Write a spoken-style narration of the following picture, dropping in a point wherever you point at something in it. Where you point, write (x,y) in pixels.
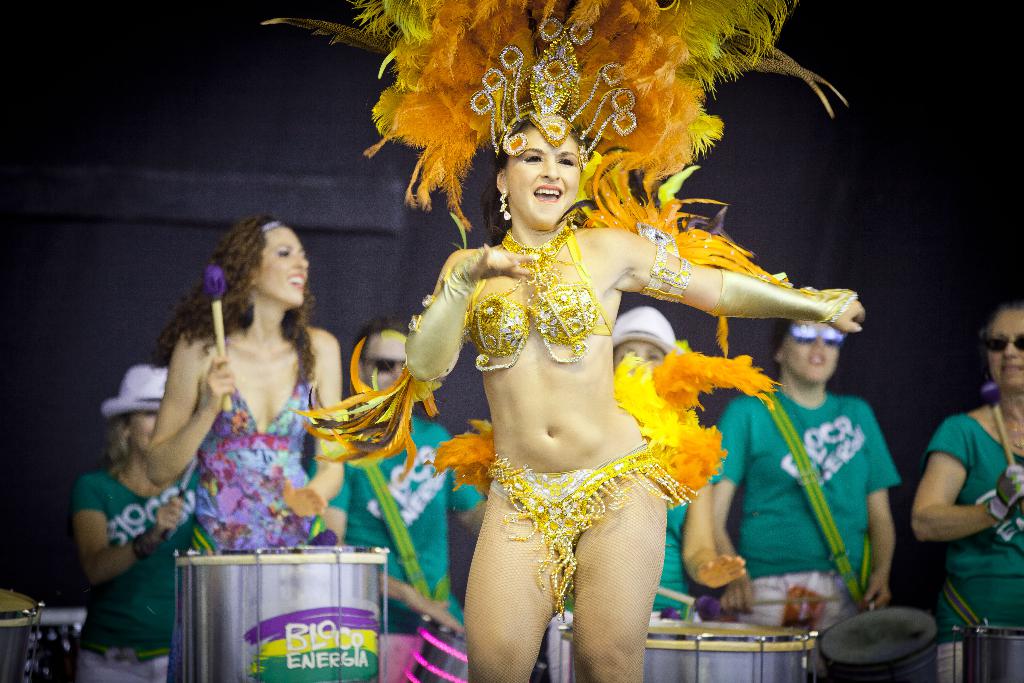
In this image I can see few people (652,244) are standing. I can also see she is wearing a costume (542,0).
